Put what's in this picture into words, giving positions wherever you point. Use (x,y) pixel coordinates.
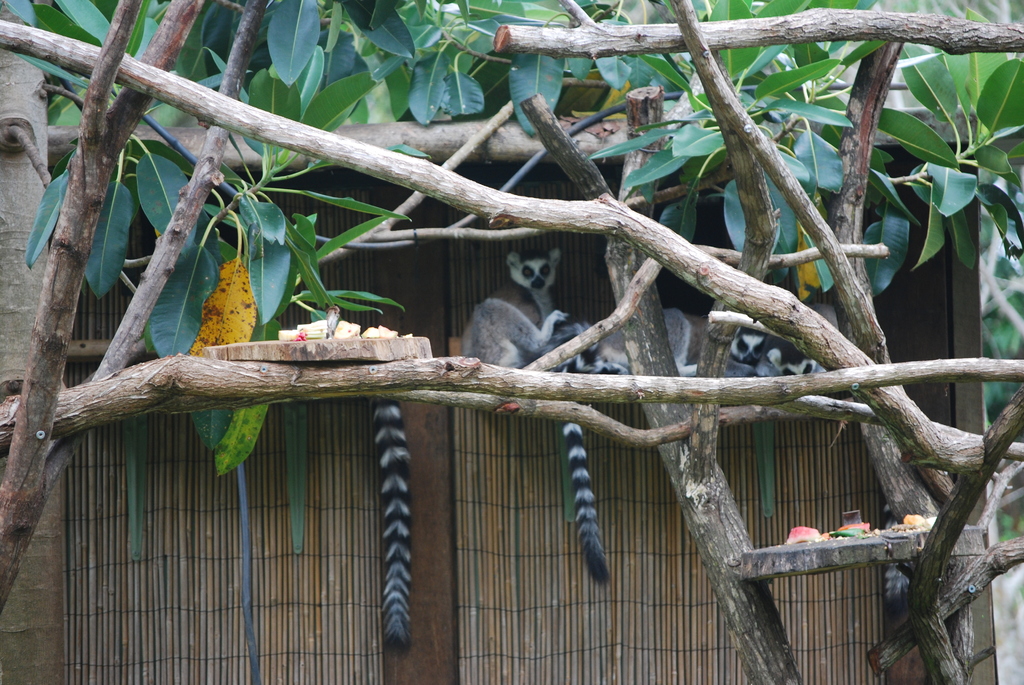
On the left side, there are food items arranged on a wooden plate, which is placed on a branch (334,380) of a tree (241,317). On the right side (860,522), there are food items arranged on a wooden plate (765,557), which is placed on the branches (724,530) of a tree (666,442). In the background (731,348), there are animals (752,331), a wall (884,324) and trees (842,331).
